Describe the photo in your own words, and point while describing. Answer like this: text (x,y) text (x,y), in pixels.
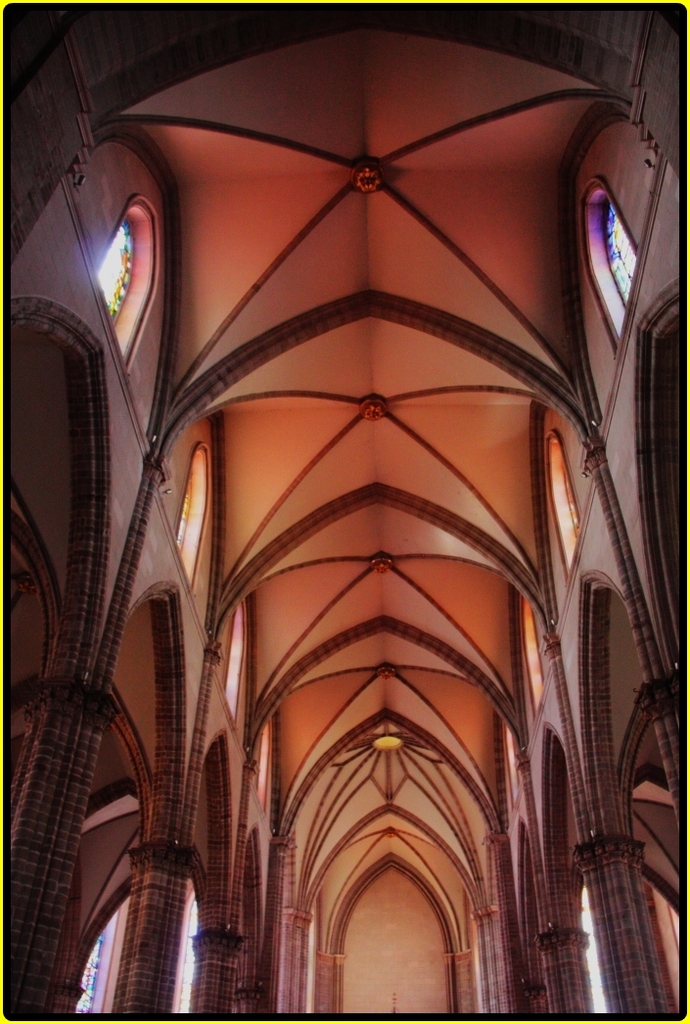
This is an inside view of a building (229,877). On the right (553,941) and left side of the image (72,896) there are few pillars (74,812). In the background (383,906) there is a wall (374,971). At the top (118,264) there are few windows (620,241).
